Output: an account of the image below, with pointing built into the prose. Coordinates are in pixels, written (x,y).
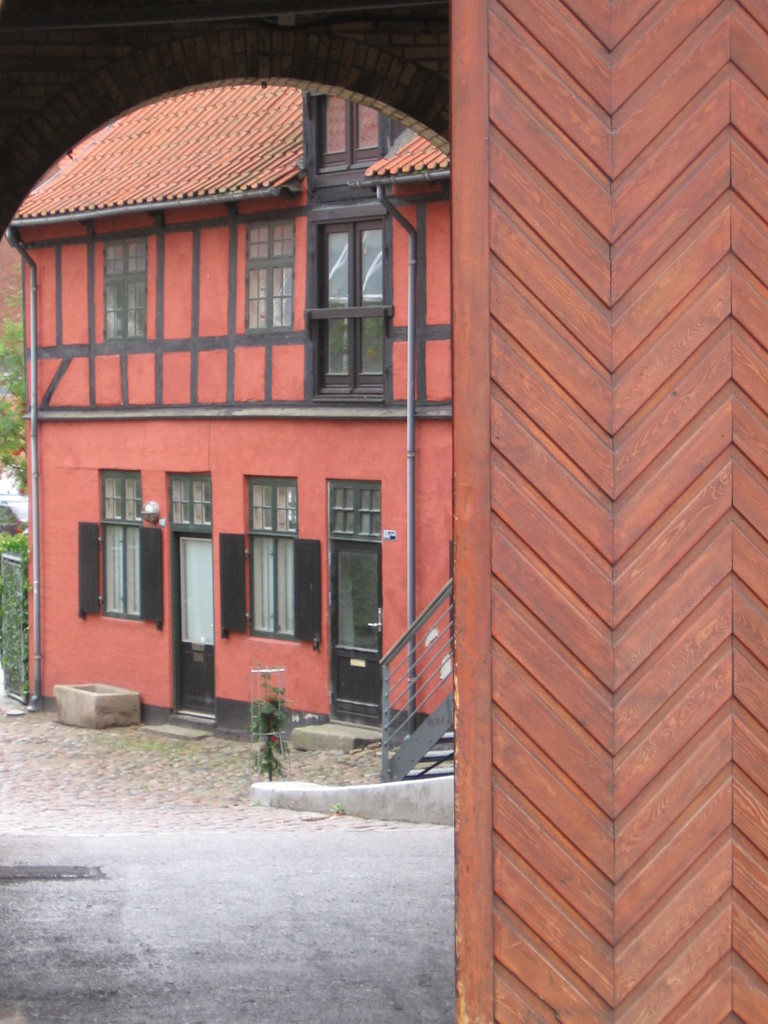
In this image I can see a red color building (383,318) with doors (366,293) and windows (366,265) and red color rooftop (182,147) and I can see a wooden entrance (587,543).
